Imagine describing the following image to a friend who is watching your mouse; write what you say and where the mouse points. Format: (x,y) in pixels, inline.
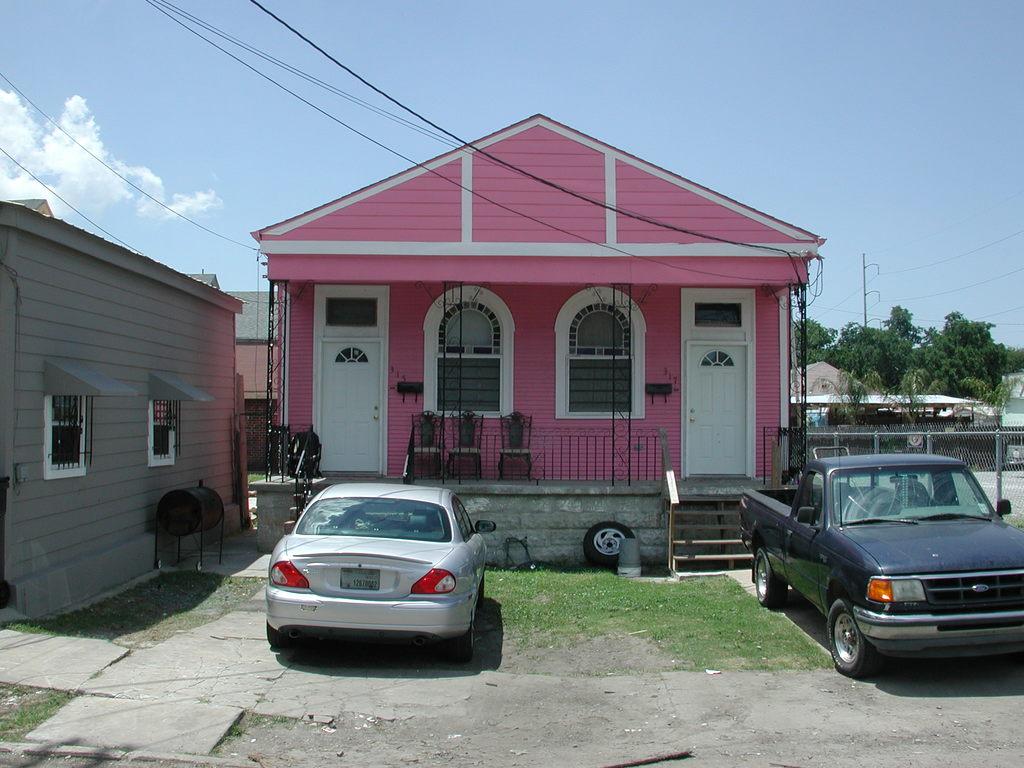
In this picture there are vehicles (430,626) in the foreground (959,484). At the back (736,388) there are buildings (815,363) and trees (958,331) and there are poles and there are chairs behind the railing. In the foreground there is a staircase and wheel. At the top (360,69) there is sky (386,43) and there are clouds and wires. On the right side of the image (844,438) there is a fence (856,445).
